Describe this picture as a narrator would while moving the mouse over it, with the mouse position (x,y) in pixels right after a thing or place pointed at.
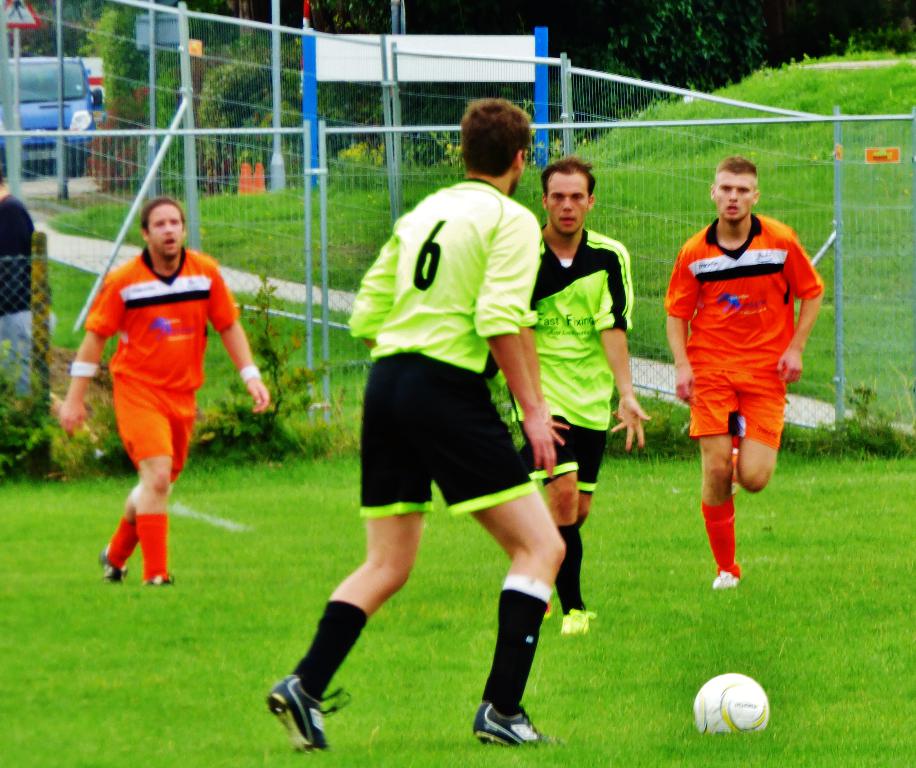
In this image I can see grass ground (246,599) and on it I can see four men (675,301) are standing. I can see all of them are wearing sports jerseys (549,329) and shoes (156,578). On the bottom right side of this image (741,691) I can see a white colour football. In the background (33,281) I can see fencing (411,115), few trees (238,161), a vehicle (24,144), a sign board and on the left side of this image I can see one more person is standing.
